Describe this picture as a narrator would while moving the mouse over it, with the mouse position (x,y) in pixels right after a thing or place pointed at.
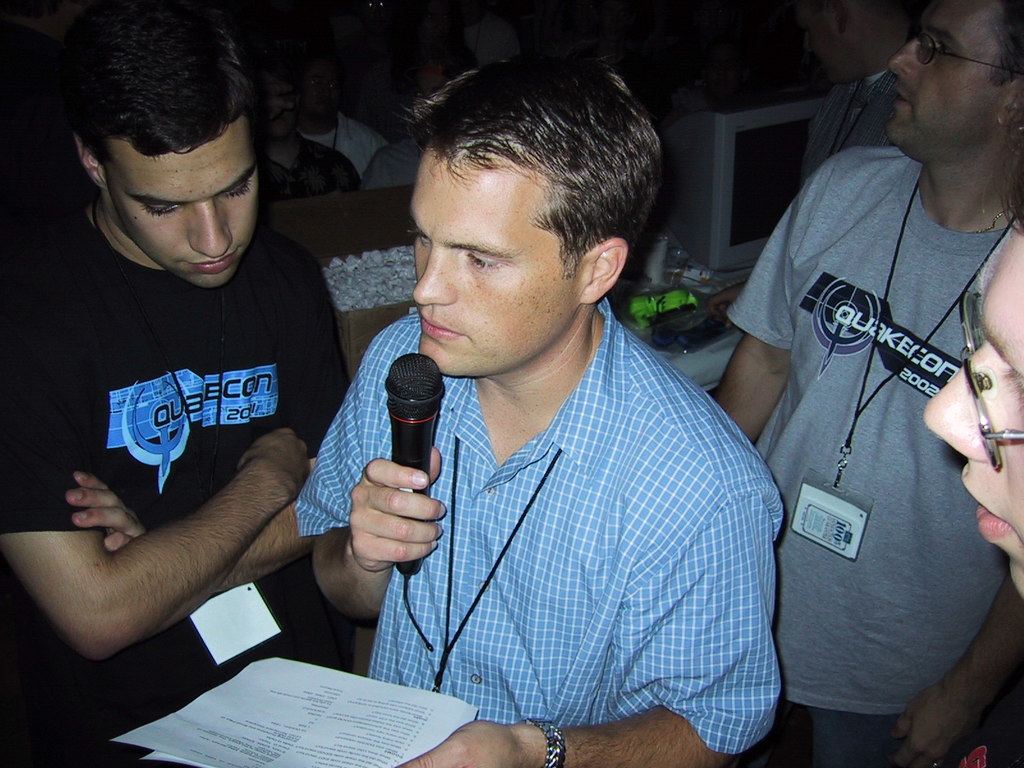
There are many people (509,279) in the image. In the middle (456,279) one man (523,393) wearing blue check shirt (636,443) is holding a mic (403,451) and paper (358,721). Beside him one man (75,327) standing wearing black t-shirt (89,437). In the background (371,285) there are carton (347,316), paper (379,296), desktop (727,180).
